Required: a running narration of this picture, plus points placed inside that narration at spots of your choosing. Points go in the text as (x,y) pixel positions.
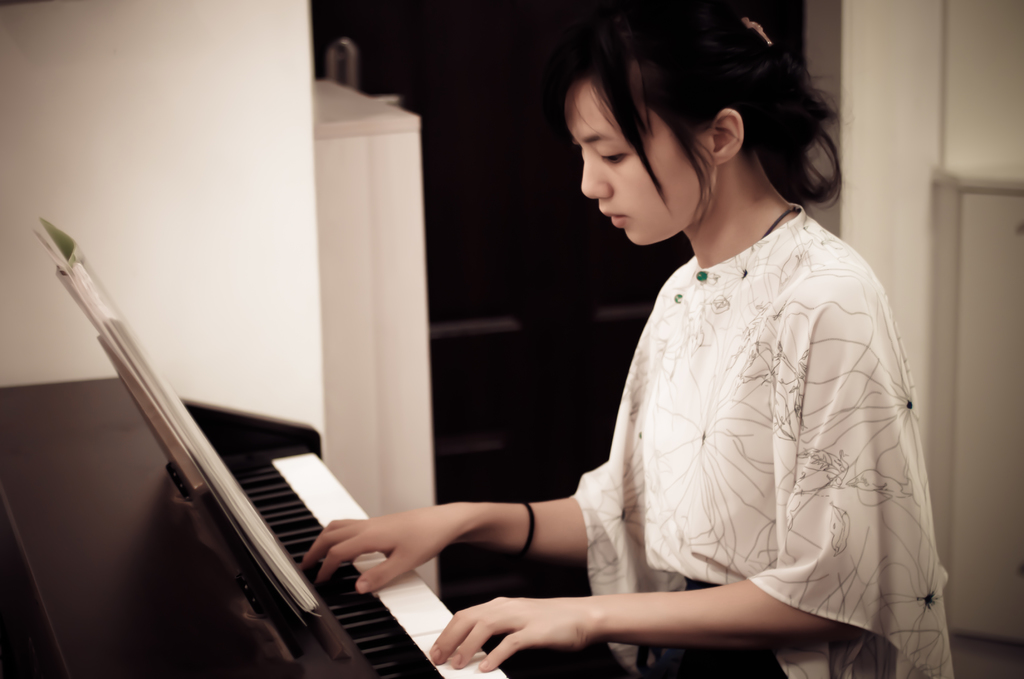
In this image, woman (743,471) is playing a piano (416,602). There is a book (218,453) in-front of her. Background (908,100), we can see white color wall (279,162) and cupboard (375,202) and some floor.
